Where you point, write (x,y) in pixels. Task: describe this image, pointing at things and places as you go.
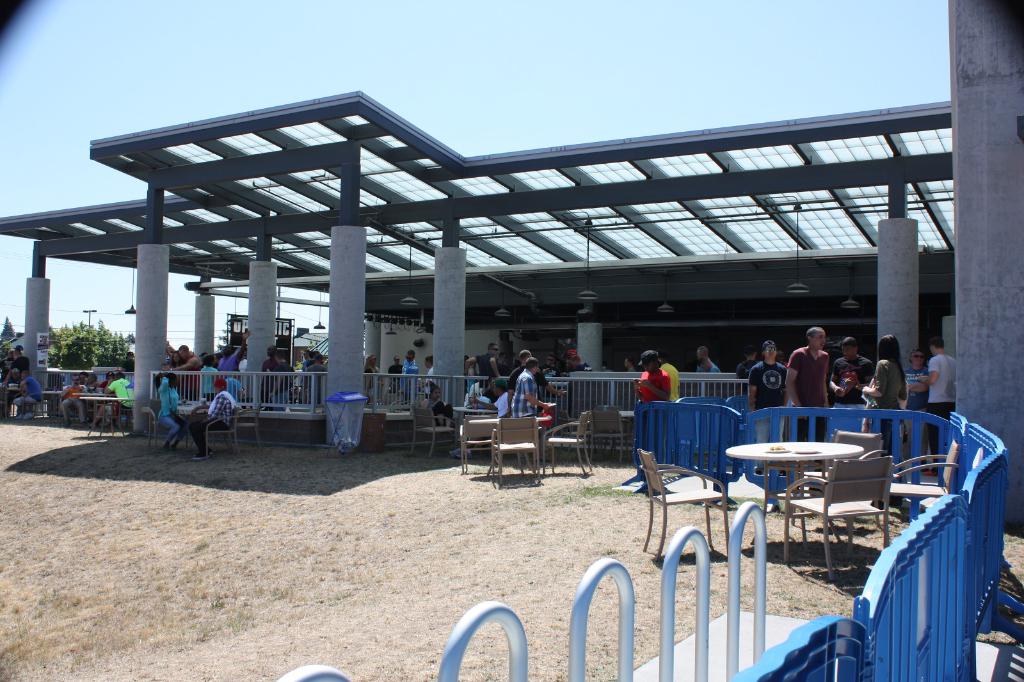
This picture is clicked outside. In the foreground (811,673) we can see the metal rods (736,554) and the fence (666,409) and we can see the chairs (854,491), tables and the group of people (65,397) sitting on the chairs (596,408). In the center (662,396) we can see the group of people (797,361) seems to be standing on the ground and we can see the pillars (597,349) and a shed (645,255). In the background (92,110) we can see the sky (147,120) and the trees (94,342) and some other objects (303,333). On the left (285,333) we can see the text (277,333) on the banner (290,331) and we can see the lights (664,308) hanging on the roof (594,247) of a shed (515,264).
